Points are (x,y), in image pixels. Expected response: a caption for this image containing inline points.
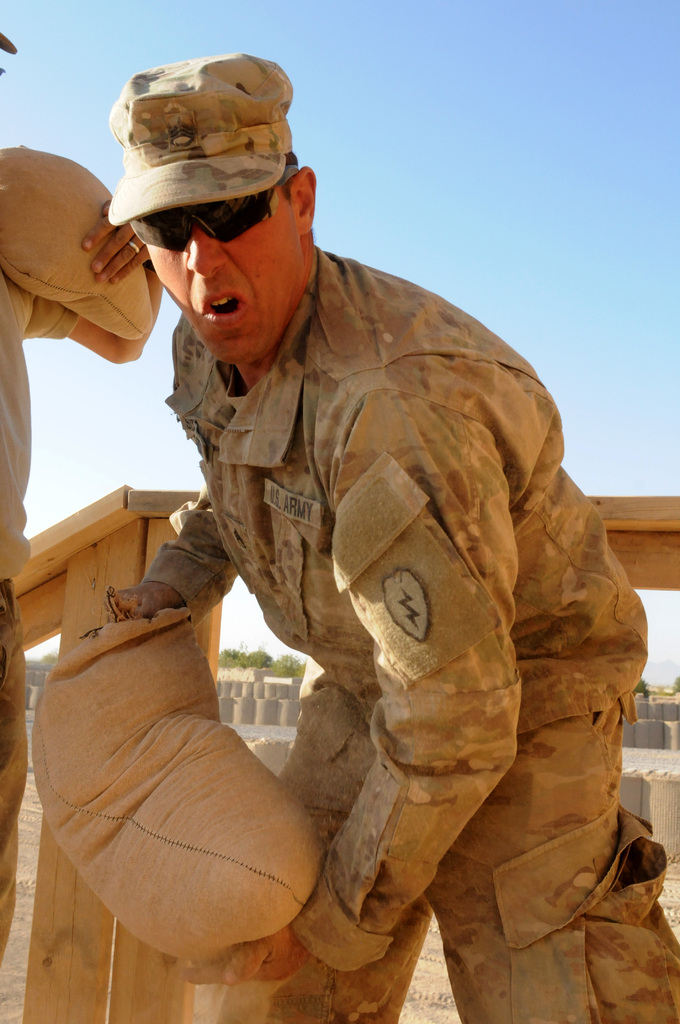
In this image we can see two persons (403,419) holding objects (101,649). Behind the person (386,861) we can see a wooden fence (104,564) and a group of trees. At the top (359,47) we can see the sky (436,108).
